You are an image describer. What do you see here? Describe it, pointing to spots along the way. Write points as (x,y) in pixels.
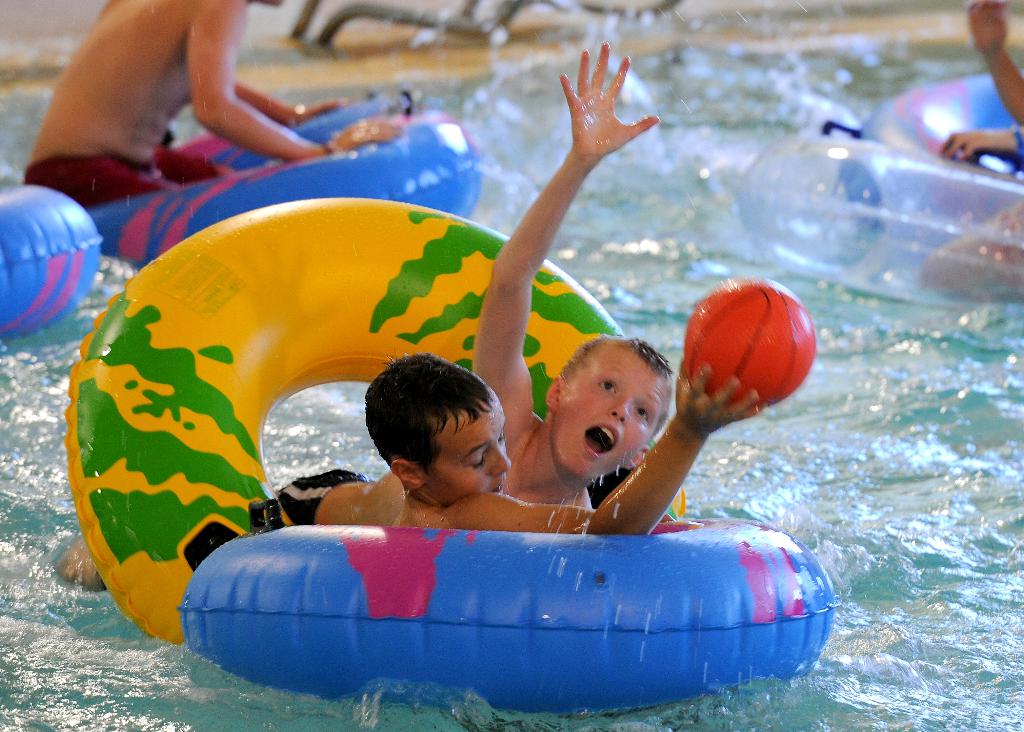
In this image, we can see people (620,422) in the water (741,50) and there are tubes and one of them is holding a ball (733,316).
